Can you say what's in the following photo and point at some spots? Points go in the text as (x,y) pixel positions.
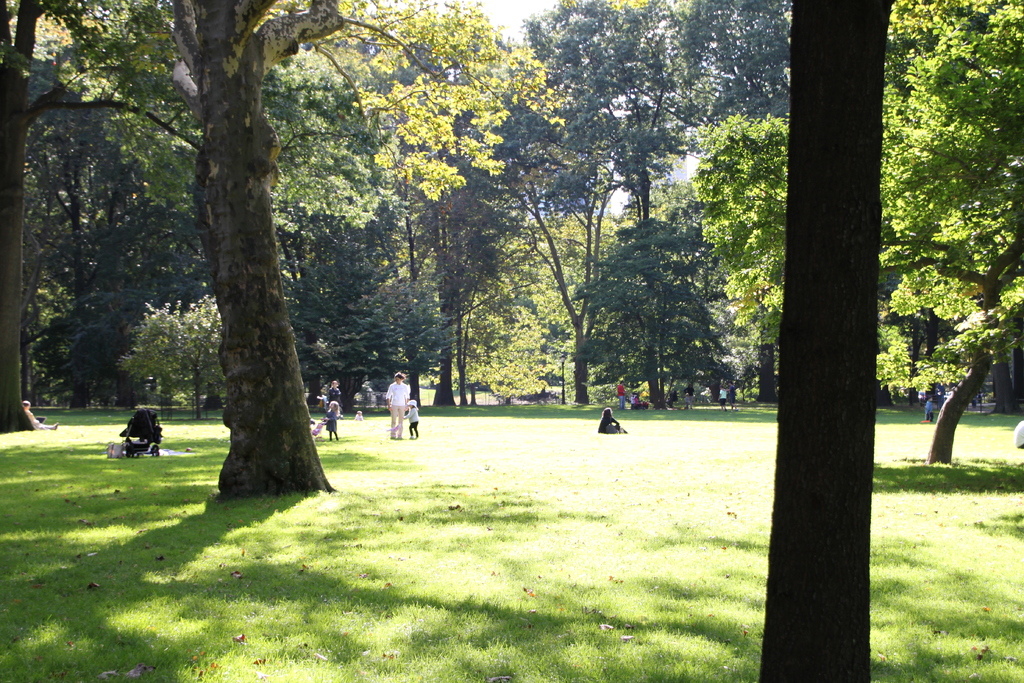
In this image I can see few people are on the ground (459,464). And I can see these people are wearing the different color dresses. In the back (403,299) there are many trees (372,249) and the white sky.
